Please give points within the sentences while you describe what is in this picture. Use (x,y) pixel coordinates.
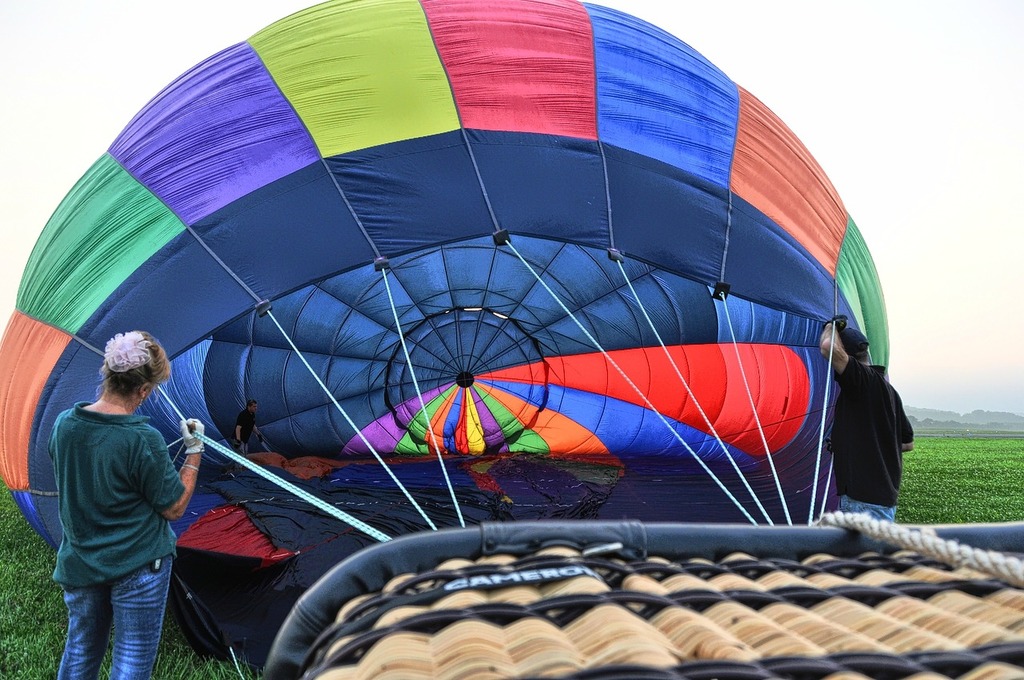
In this image we can see there is a hot air balloon (407,210) held by a three person (856,439). In the background (870,145) there is a sky (875,171).
